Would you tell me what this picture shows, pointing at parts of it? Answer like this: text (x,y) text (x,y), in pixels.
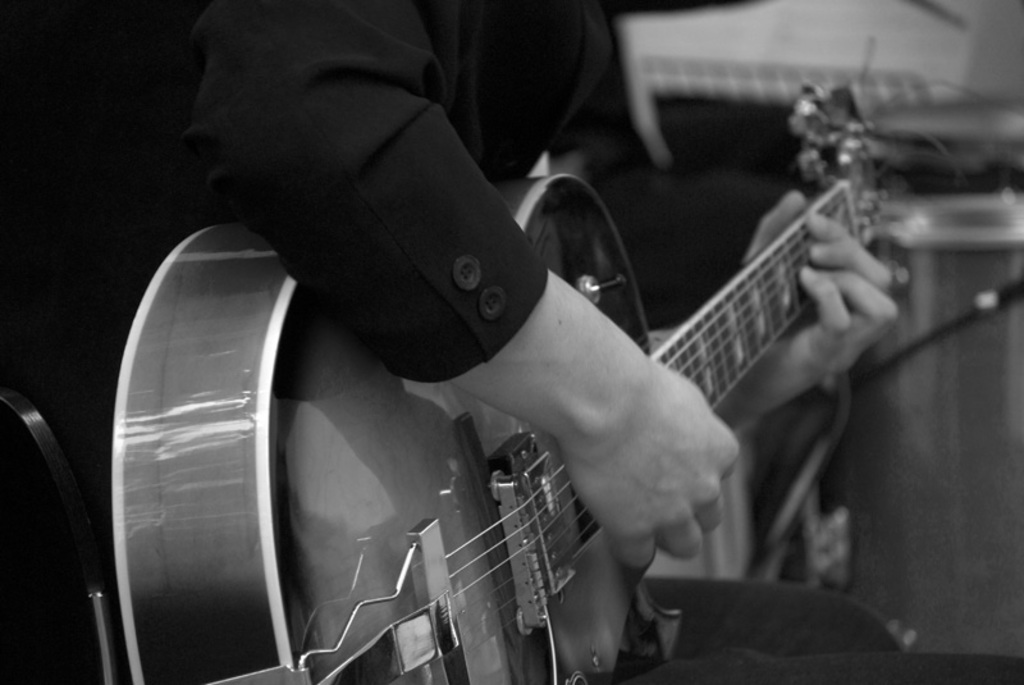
In this picture, we see a man (489,351) wearing black blazer (444,209) is holding guitar (850,196) in his hands (607,433) and he is playing it.
